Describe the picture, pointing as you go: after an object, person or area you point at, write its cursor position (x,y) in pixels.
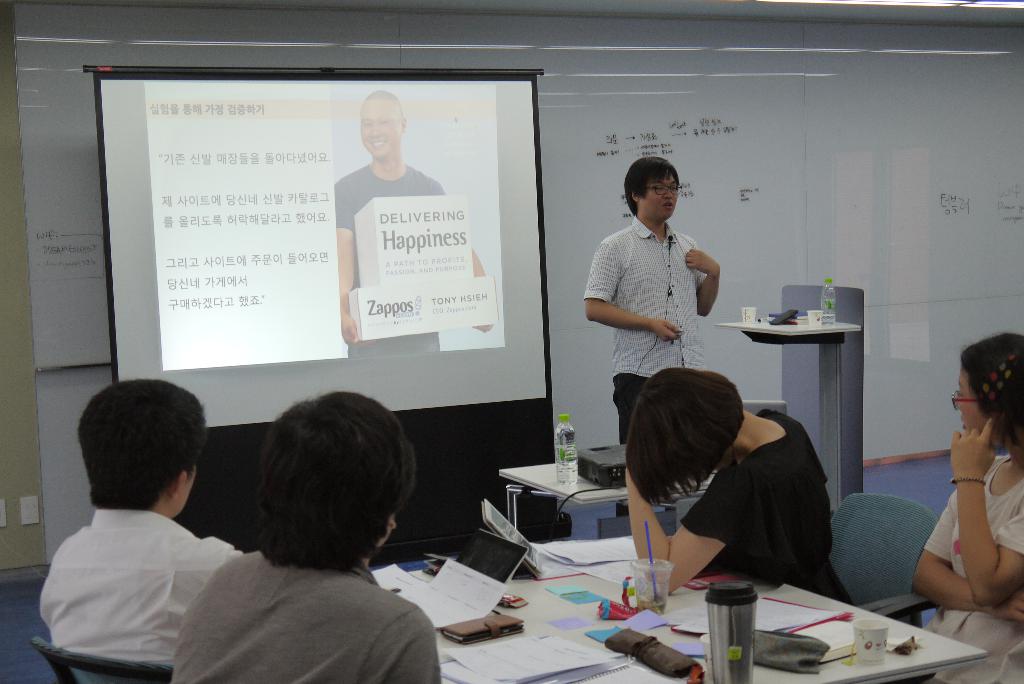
The image is taken in the room (659,442). In the center of the image (617,255) we can see a man (612,270) standing and talking. On the left (190,220) there is a screen (341,220). At the bottom (152,596) we can see a table (550,618) and there are people (694,489) sitting around the table (723,631). There is a bottle (743,669), glass (643,592), papers (558,642), mobiles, cup (858,655) and pouches (797,659) placed on the table (688,597). In the background (860,163) there is a wall (764,353).
